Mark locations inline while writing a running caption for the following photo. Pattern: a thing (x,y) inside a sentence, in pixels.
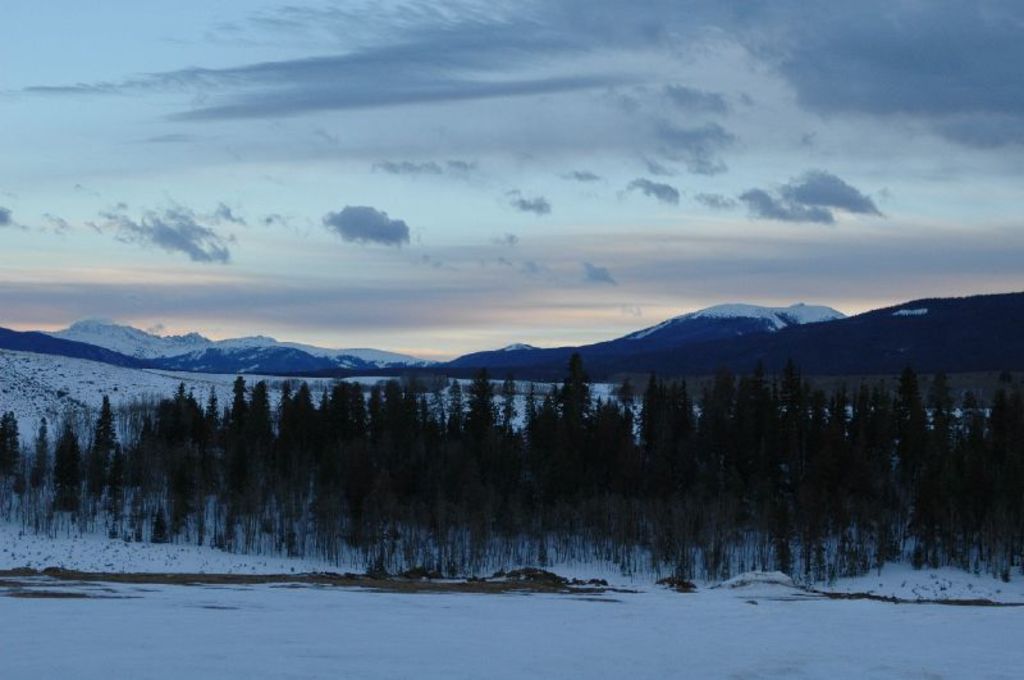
In this picture there is snow (181,587) and there are trees (727,460) in the center of the image (539,410).
